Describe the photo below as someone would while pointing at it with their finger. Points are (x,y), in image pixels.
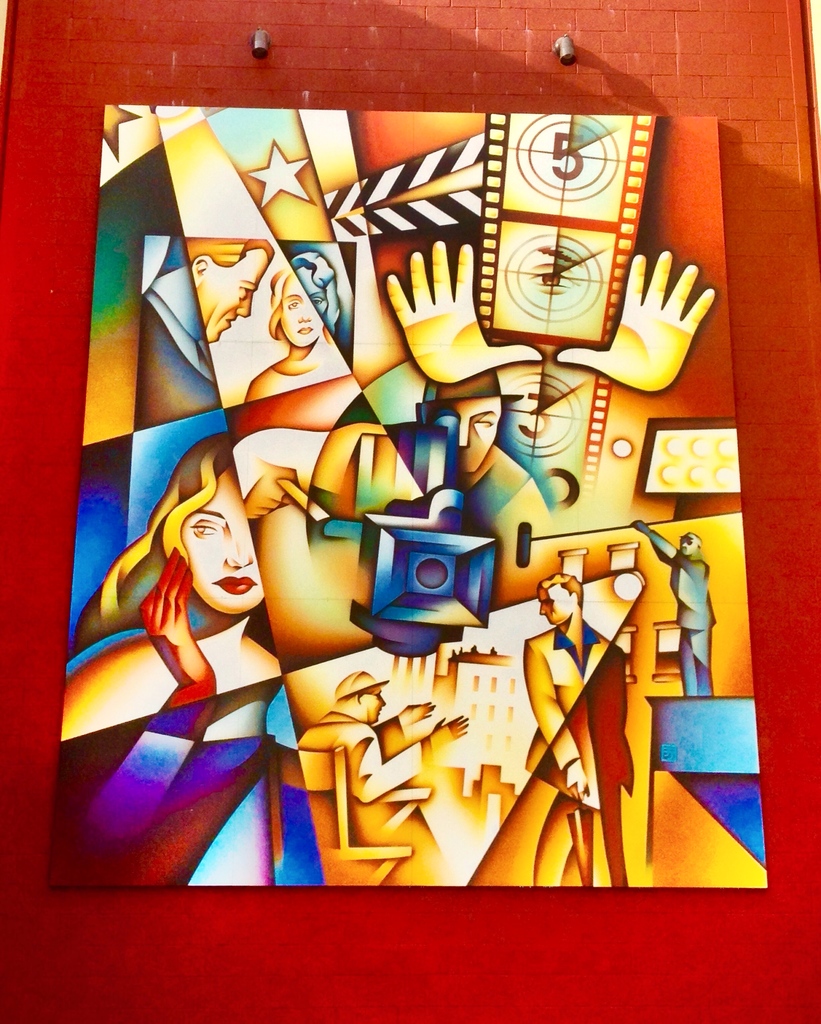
In this image, I can see a frame (279,167), which is attached to a wall (367,14). It looks like a painting (437,524). This wall (360,6) looks red in color.
